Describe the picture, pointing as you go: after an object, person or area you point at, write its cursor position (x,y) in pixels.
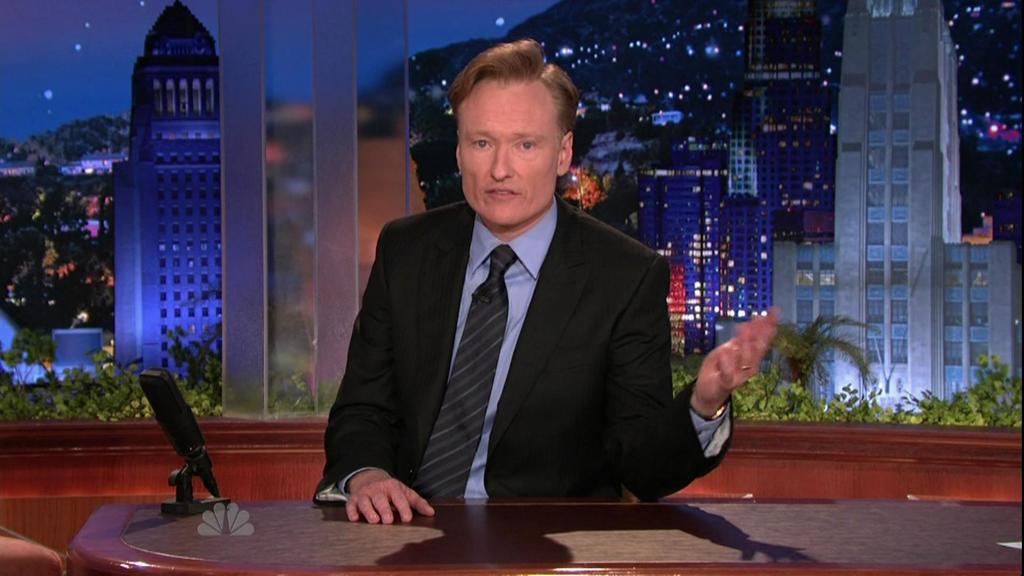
In this image there is a person (682,436) sitting before a table (275,556) having microphone (174,508) on it. He is wearing suit (520,346) and tie (490,333). Behind him there are few plants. Behind it there are few buildings (874,380) and trees (79,254). Top of image (107,87) there is sky (84,91).
